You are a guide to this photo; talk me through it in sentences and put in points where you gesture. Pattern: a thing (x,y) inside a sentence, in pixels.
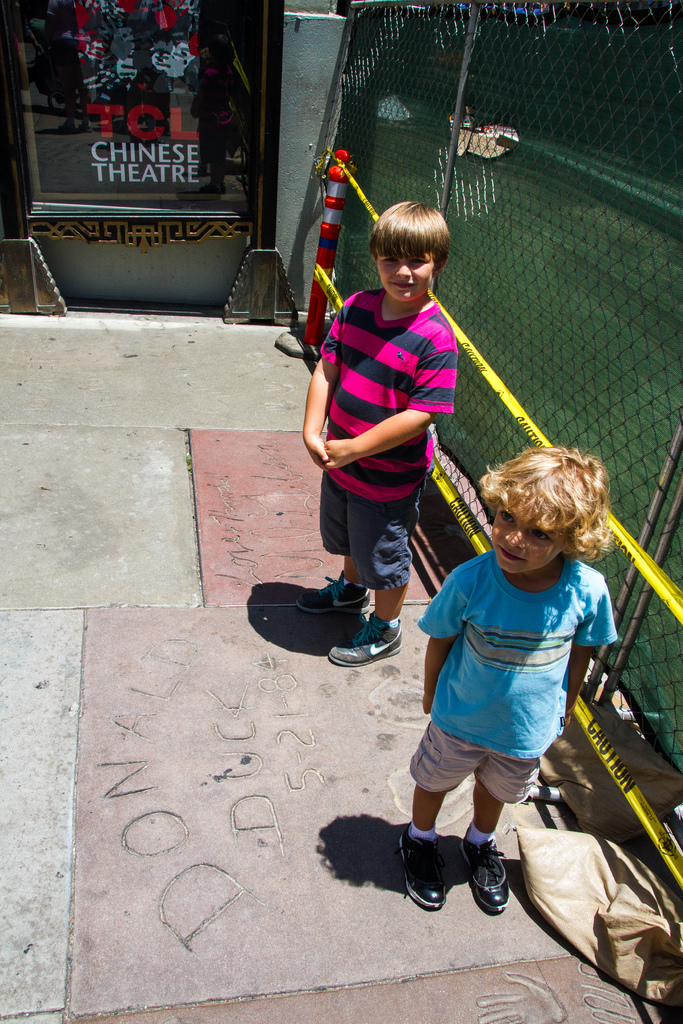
In this image in the center (336,473) there are kids (410,447) standing and smiling. On the right side (516,198) there is a fence (606,348). At the top left (224,144) there is a banner (144,193) with some text (118,164) written on it which is red and white in colour and there is a wall (316,120).
